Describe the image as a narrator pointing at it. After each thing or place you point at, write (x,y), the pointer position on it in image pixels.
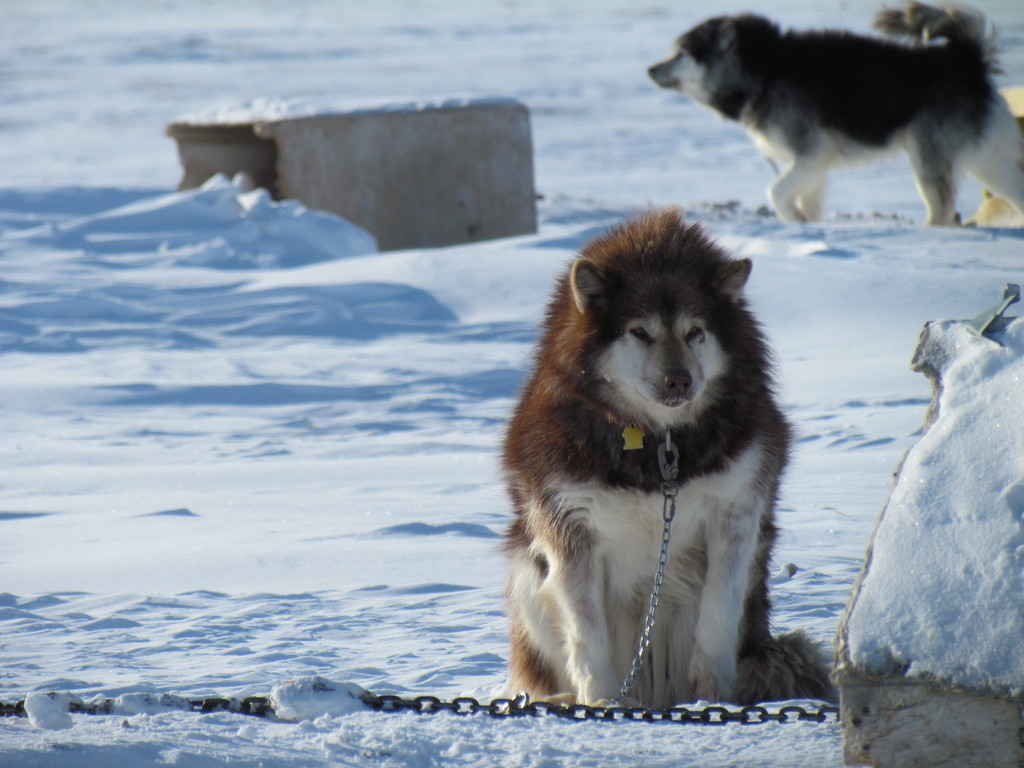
In this image on the ground (232,358) there is snow (174,386). Also there is a dog (614,520) with a chain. Also there is a chain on the snow (425,719). In the back (376,144) there is a block (402,120) and another dog (796,127).
